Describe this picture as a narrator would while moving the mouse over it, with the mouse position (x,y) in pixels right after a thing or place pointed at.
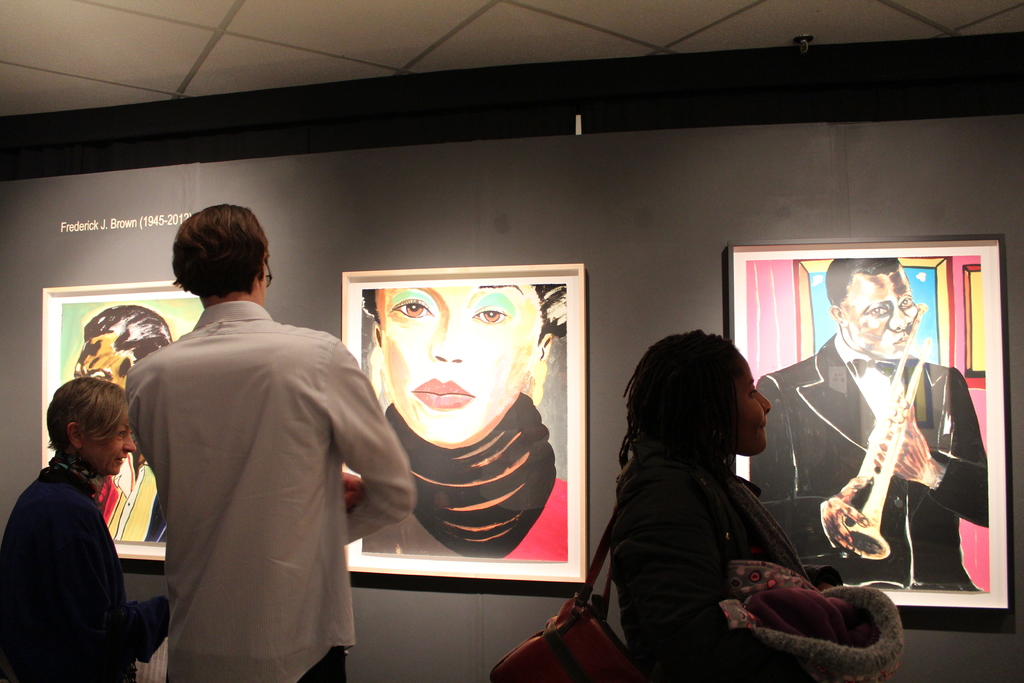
In the front of the image (713,659) I can see three people (730,504) are standing. Among them one person (725,498) wore a bag (602,643) and holding a baby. In the background of the image (898,186) I can see pictures (104,336) are on the wall (619,160). Something is written on the wall (126,231).
